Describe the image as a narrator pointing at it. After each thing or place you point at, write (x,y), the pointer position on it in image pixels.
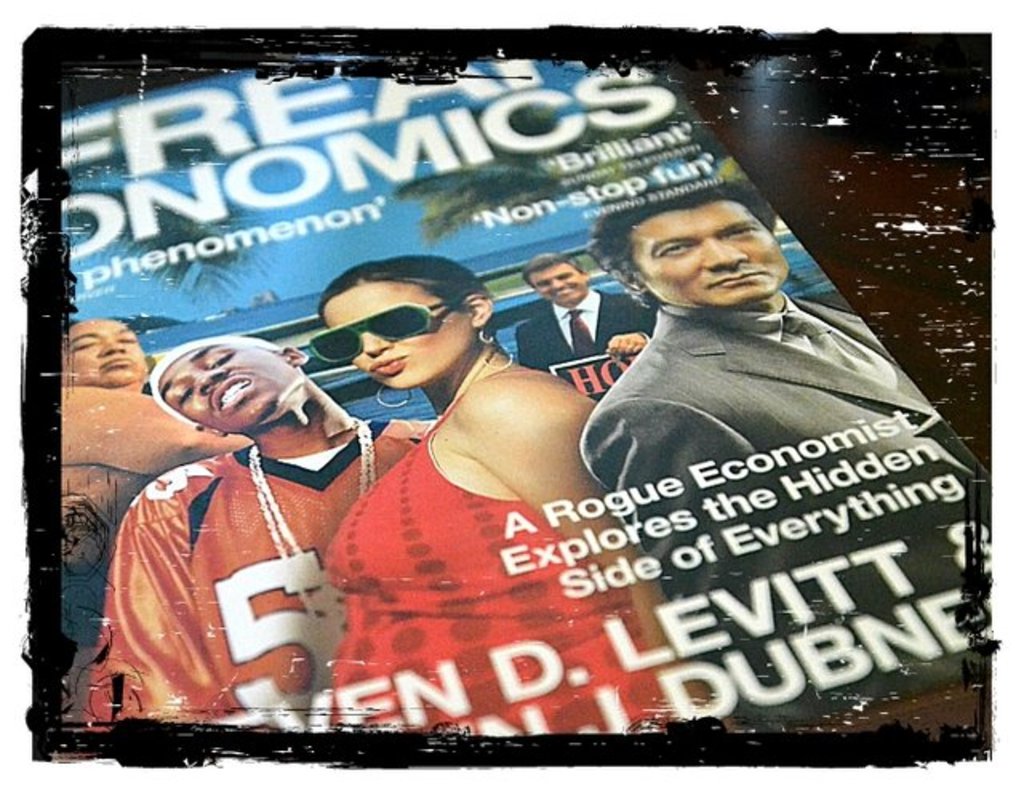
In this image we can see a poster (753,279) on which group of people (319,474) is standing. One woman (386,358) is wearing goggles (395,329) and a red dress (415,540). One person (739,421) is wearing a coat (789,418) and in the bottom (550,677) we can see some text (857,505).
